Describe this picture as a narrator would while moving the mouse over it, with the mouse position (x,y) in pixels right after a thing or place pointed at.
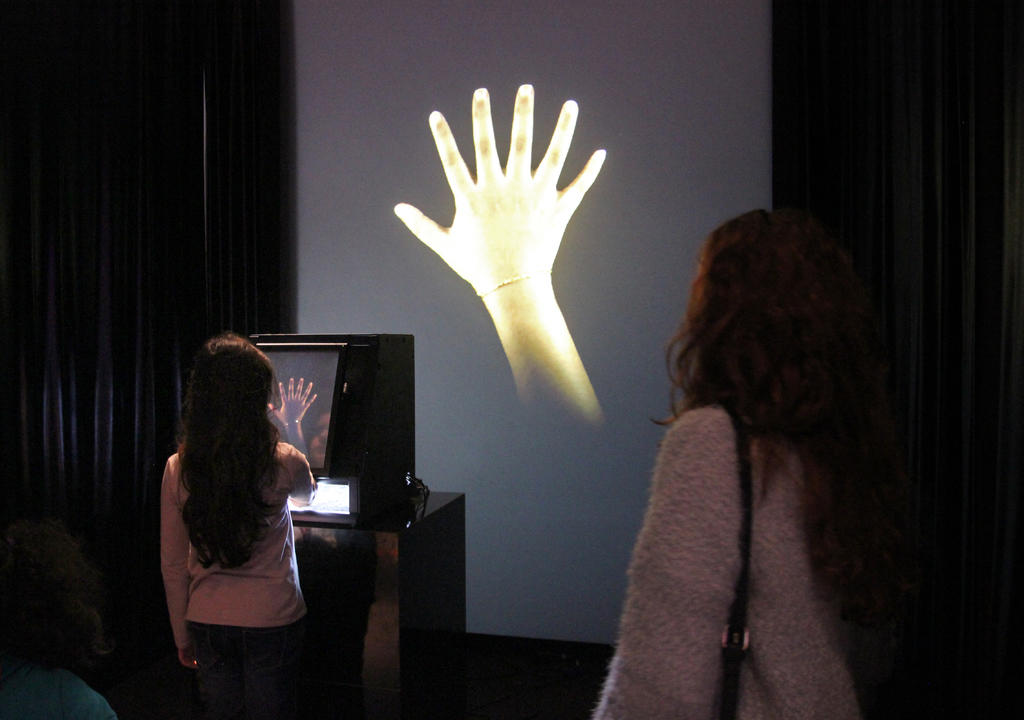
In this image a woman (254,448) is standing before a machine (352,446) which is on a table (402,544). Right side (696,691) there is a woman (776,451). An image (536,358) of a hand (475,262) is displayed on the wall (422,187) having curtains (106,246). Left bottom there is a person (44,559).
